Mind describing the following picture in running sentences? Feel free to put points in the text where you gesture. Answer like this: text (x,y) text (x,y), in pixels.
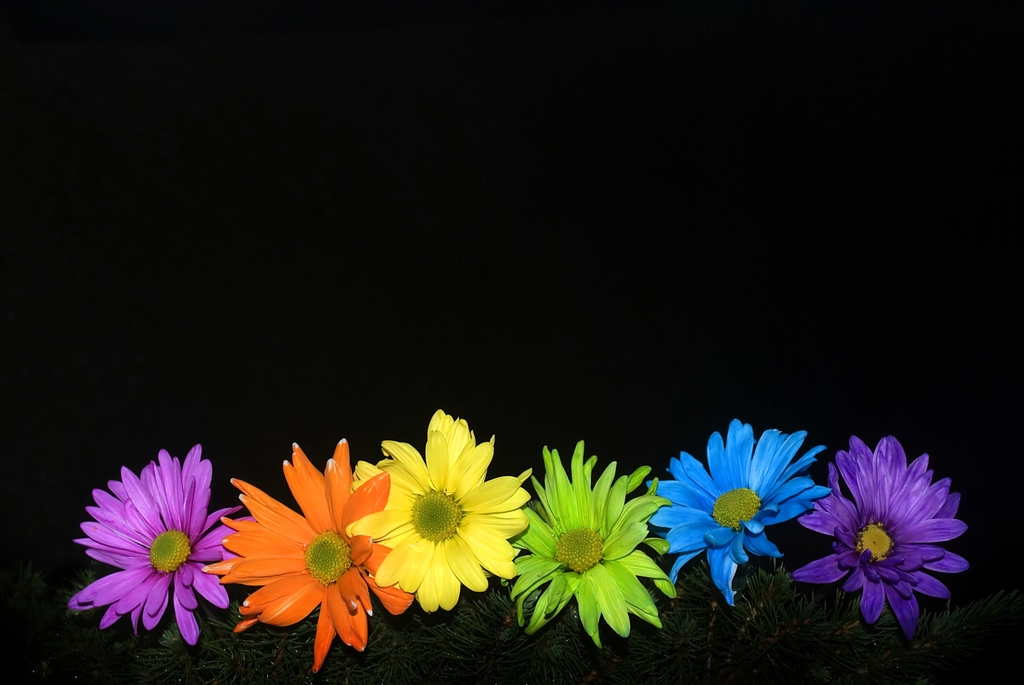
At the bottom of this image (460,549) there are few colorful flowers (407,538). Under the flowers (410,564) few leaves (549,646) are visible. The background is in black color.
